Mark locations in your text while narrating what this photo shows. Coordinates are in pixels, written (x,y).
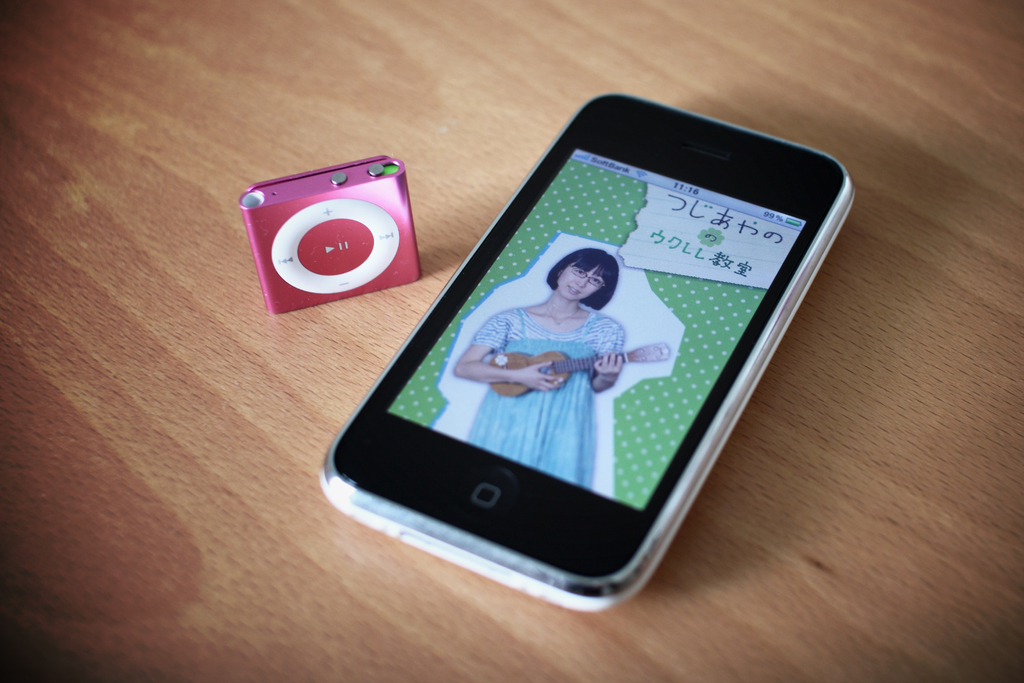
In a picture there is one mobile (560,379) and ipod (367,266).
